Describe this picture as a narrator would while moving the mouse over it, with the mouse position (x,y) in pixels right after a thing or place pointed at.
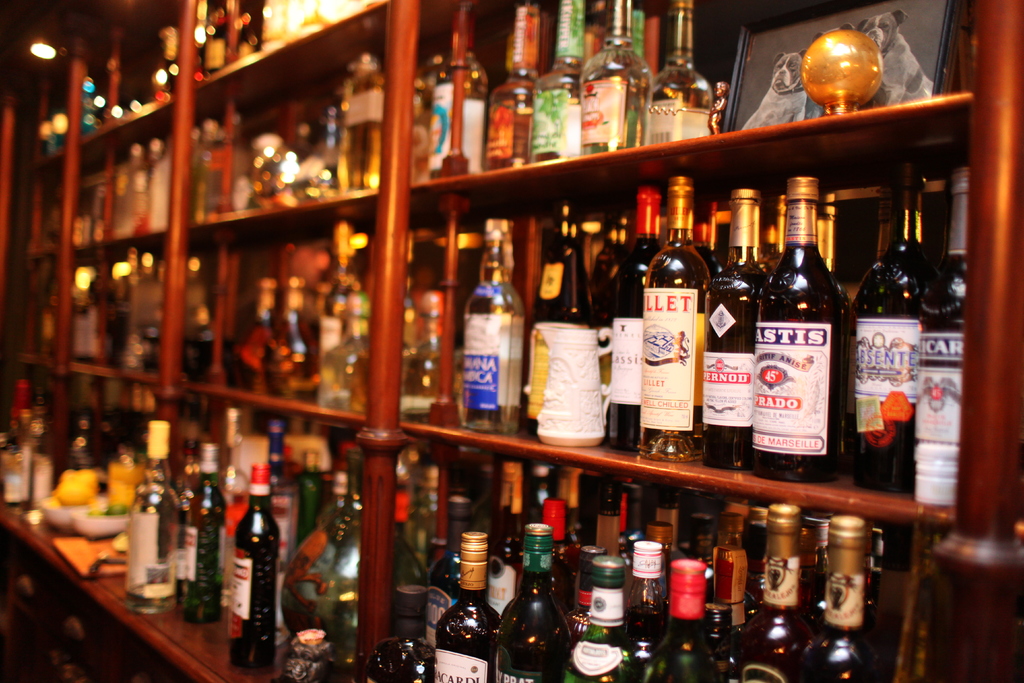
As we can see in the image there is a rack (392,339) and the rack (276,87) is filled with bottles (319,162).
